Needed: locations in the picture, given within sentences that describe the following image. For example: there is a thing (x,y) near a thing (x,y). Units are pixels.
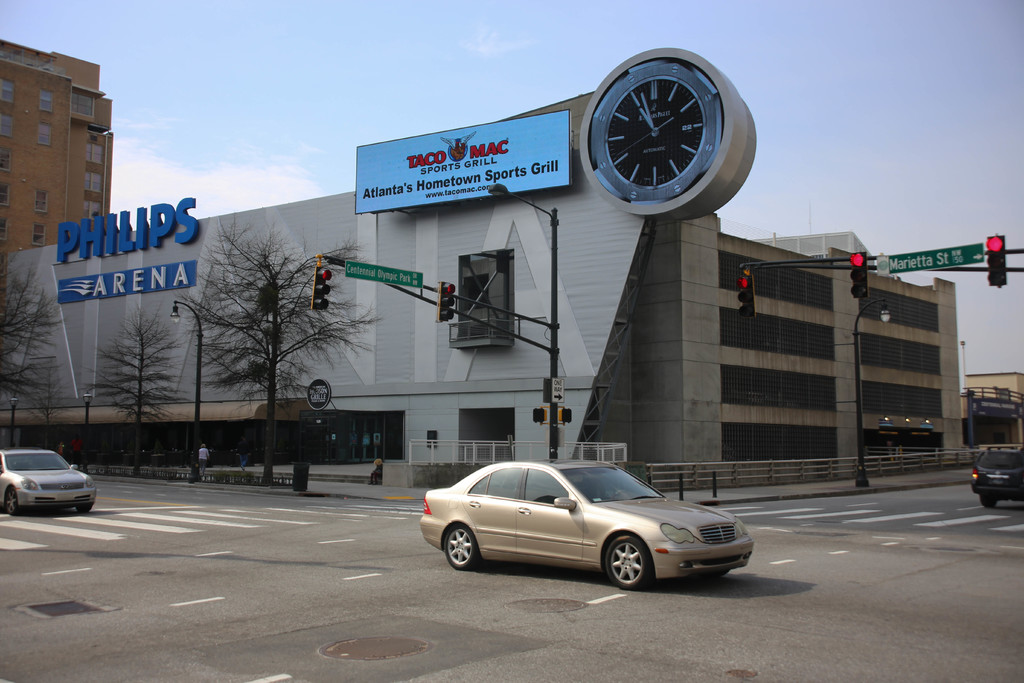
In the center of the image (654,255) there are buildings (399,223). On the left (282,288) there are trees (156,377) and we can see poles (468,317). There are traffic lights (990,270). At the bottom (656,573) there are cars (628,568) on the road (783,573). At the top (419,33) there is sky (488,43).
